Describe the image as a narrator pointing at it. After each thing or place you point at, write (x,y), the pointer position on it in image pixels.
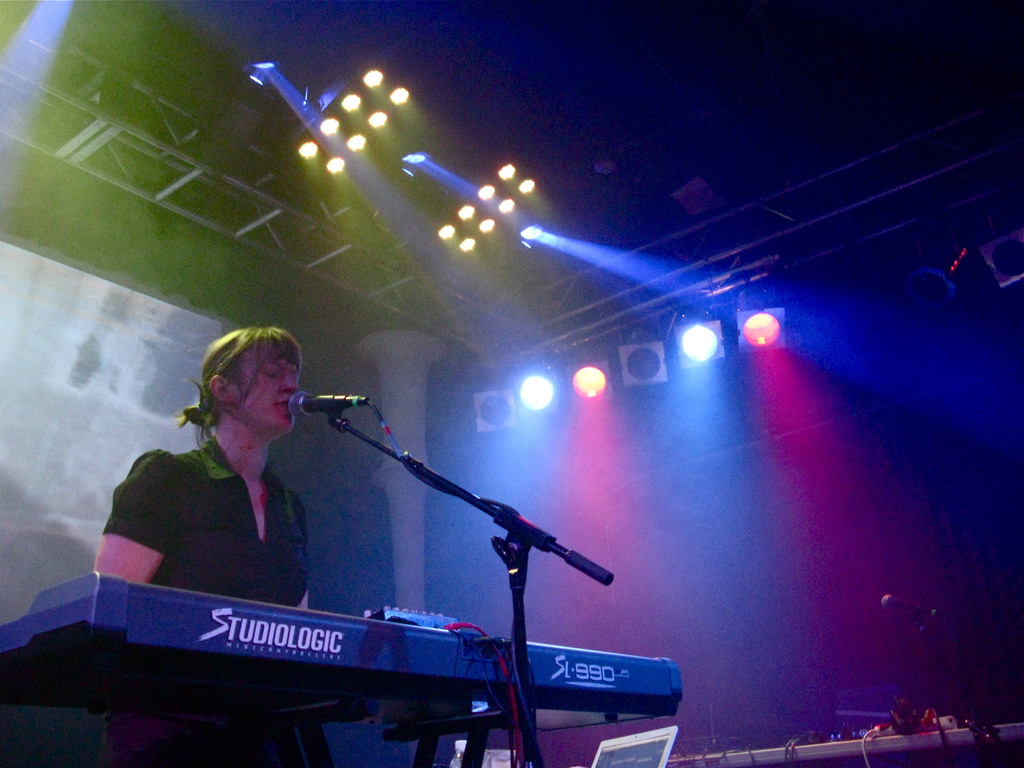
In this image there is a person (147,720) standing, there are mics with the mic stands (408,459), there is a piano board (455,644), there are some objects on the table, and in the background (66,161) there are focus lights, screen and lighting truss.
